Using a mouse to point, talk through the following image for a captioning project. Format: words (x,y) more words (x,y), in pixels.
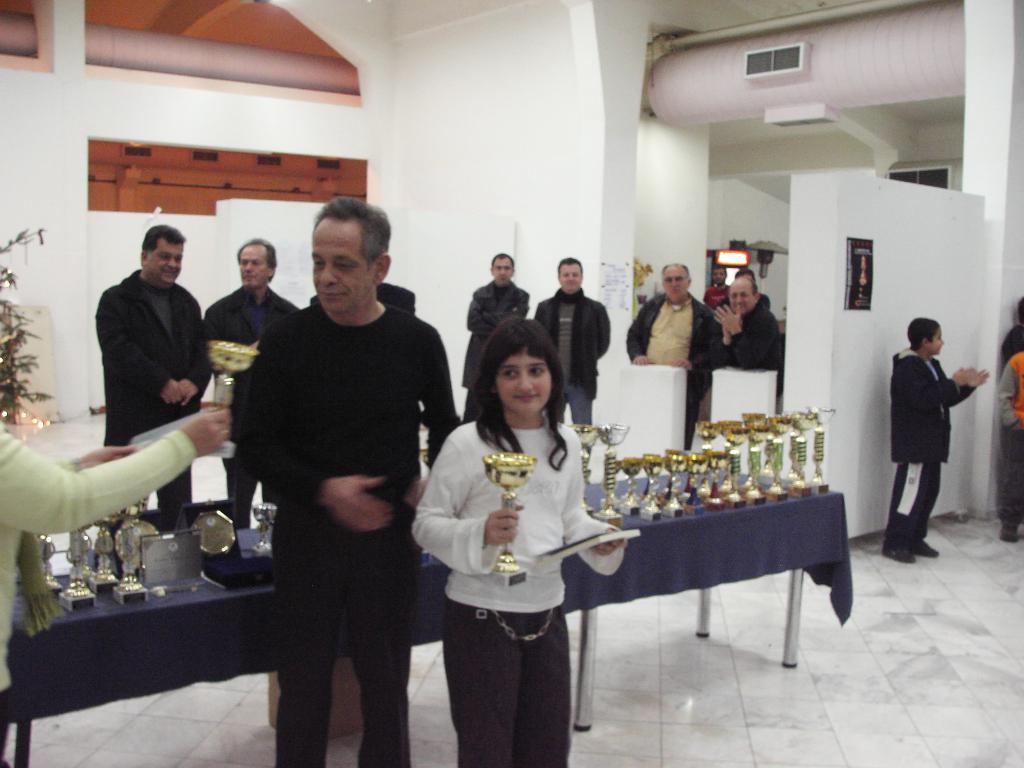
This is an inside view. Here I can see a girl (518,522) holding a trophy (514,477) and a books (558,548) in the hands (501,536) and standing. On the left side (16,532) a person (92,476) is giving a trophy (223,388) to a man (343,392). At the back of these people (317,600) there is a table (66,612) which is covered with a cloth (713,526) on which I can see many trophies (713,492). In the background (908,402) few people (250,250) are standing and also I can see the wall (533,139).
